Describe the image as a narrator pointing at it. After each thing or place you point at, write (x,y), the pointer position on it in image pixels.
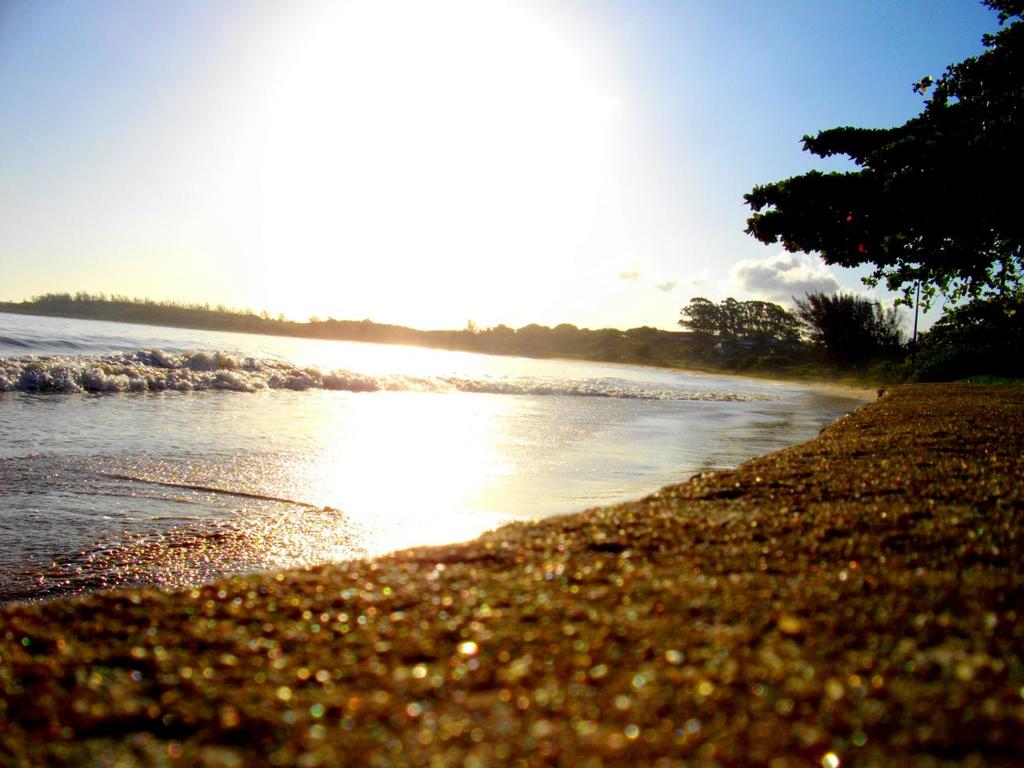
In the image we can see the water (307,470), sand (744,533) and it looks like the beach (675,496). We can even see there are trees (932,285), plants (820,362) and the sky (474,121).
